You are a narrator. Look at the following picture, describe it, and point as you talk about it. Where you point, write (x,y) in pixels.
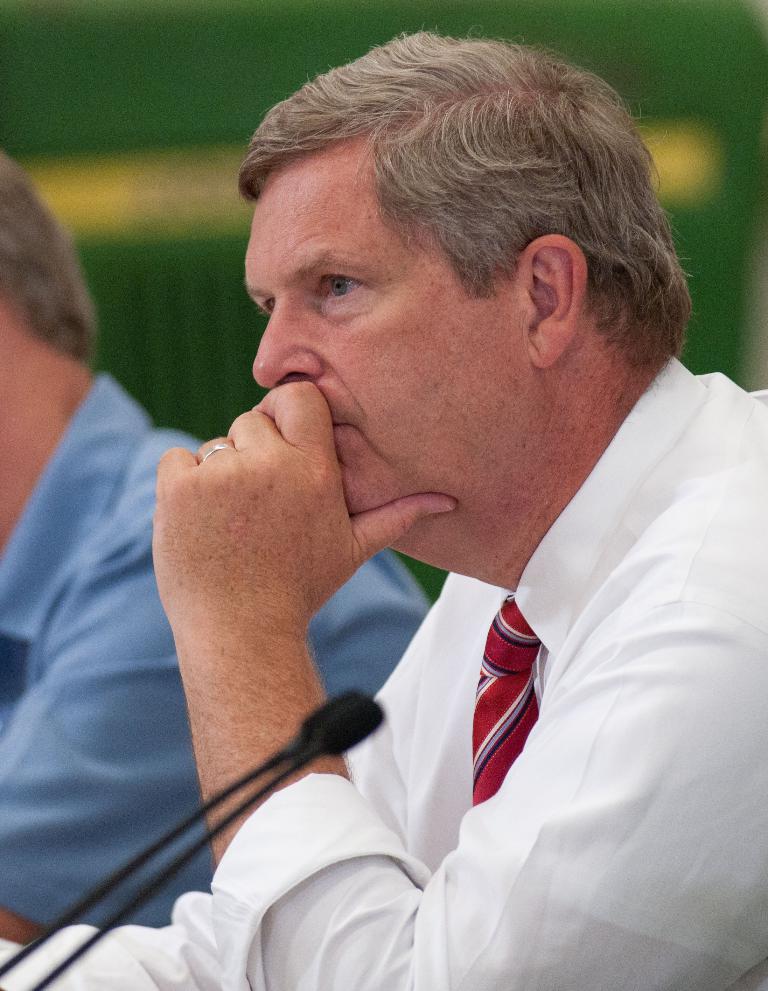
In this image, we can see a man (677,670) wearing a white color shirt (678,666). On the left corner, we can also see two microphones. In the background (86,662), we can also see a man (93,657) wearing a blue color shirt (104,806), we can also see green color in the background (694,287).
